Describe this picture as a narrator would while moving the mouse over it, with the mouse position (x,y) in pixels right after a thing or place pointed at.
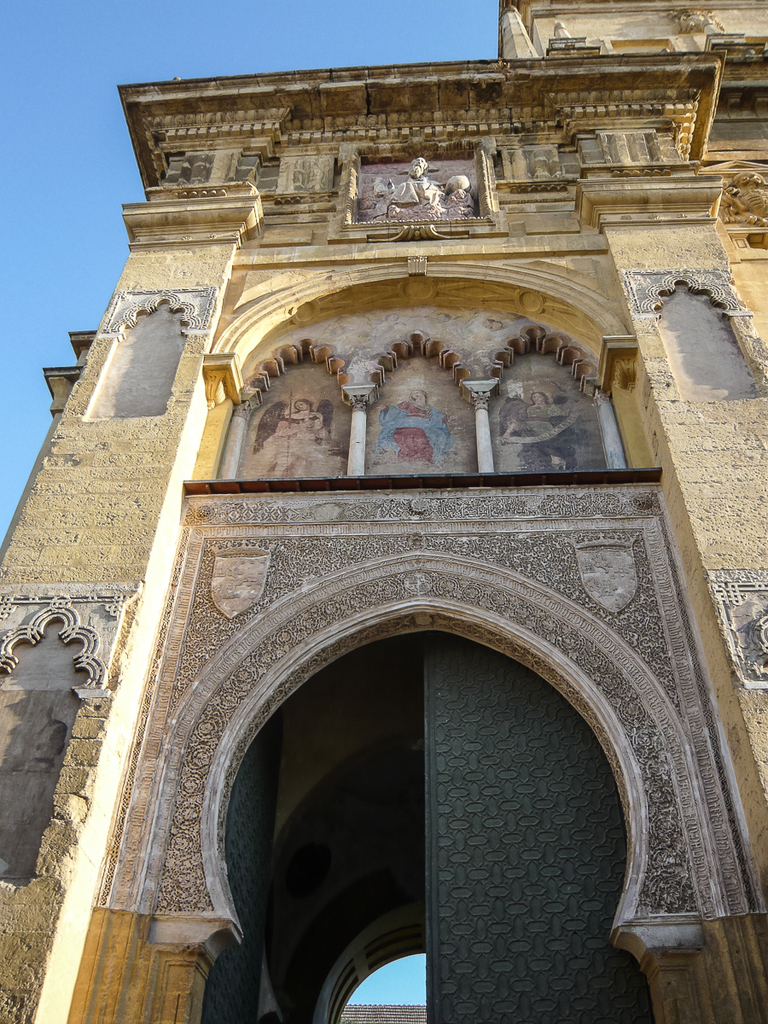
In the picture I can see a building (545,463) which has few sculptures (435,172) and some designs (718,584) on the walls (693,369) of the building (722,400).
